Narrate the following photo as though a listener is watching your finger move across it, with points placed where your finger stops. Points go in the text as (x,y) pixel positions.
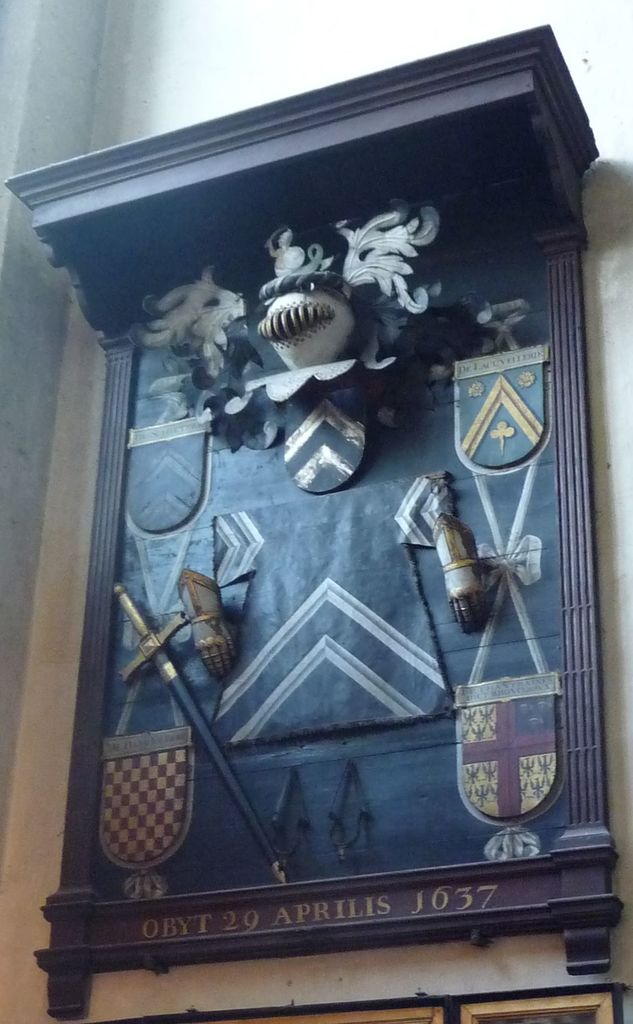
In the picture we can see some wooden plank (212,765) to the wall (54,445) with some sculptured (178,454) on it and written on it OBYT 29 APRILIS J637.
